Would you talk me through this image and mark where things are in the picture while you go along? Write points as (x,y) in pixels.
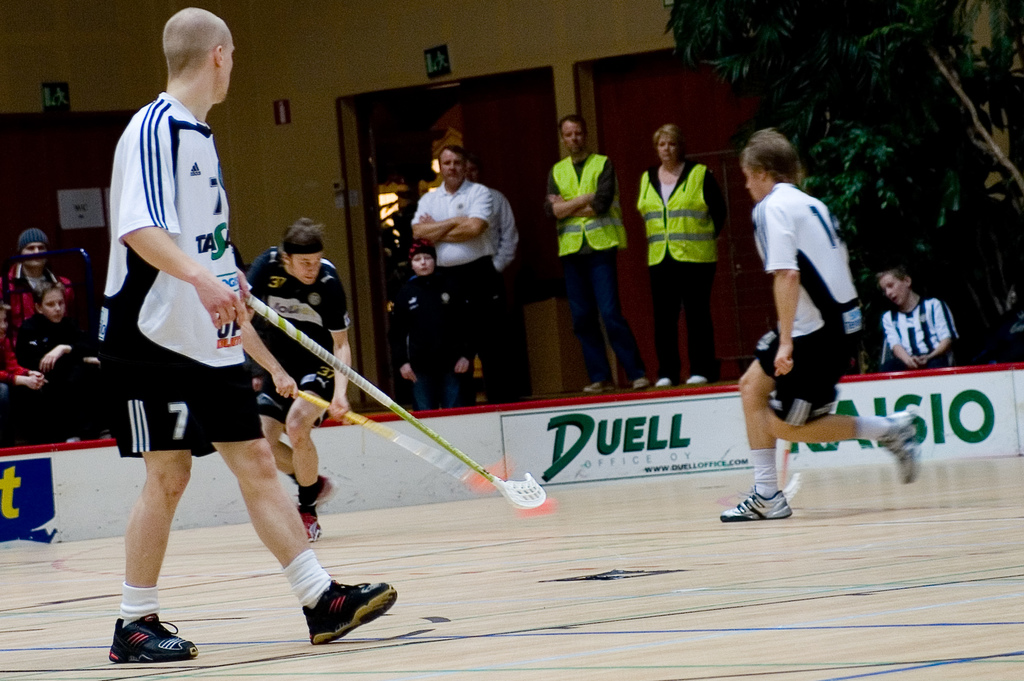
In this image, we can see a group of people (449,332). Few are sitting, standing and running. Here a person (269,540) is walking. Few people (148,522) are holding sticks (401,412). Background (257,146) there is a wall (290,197), posters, sign boards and tree (998,166).
